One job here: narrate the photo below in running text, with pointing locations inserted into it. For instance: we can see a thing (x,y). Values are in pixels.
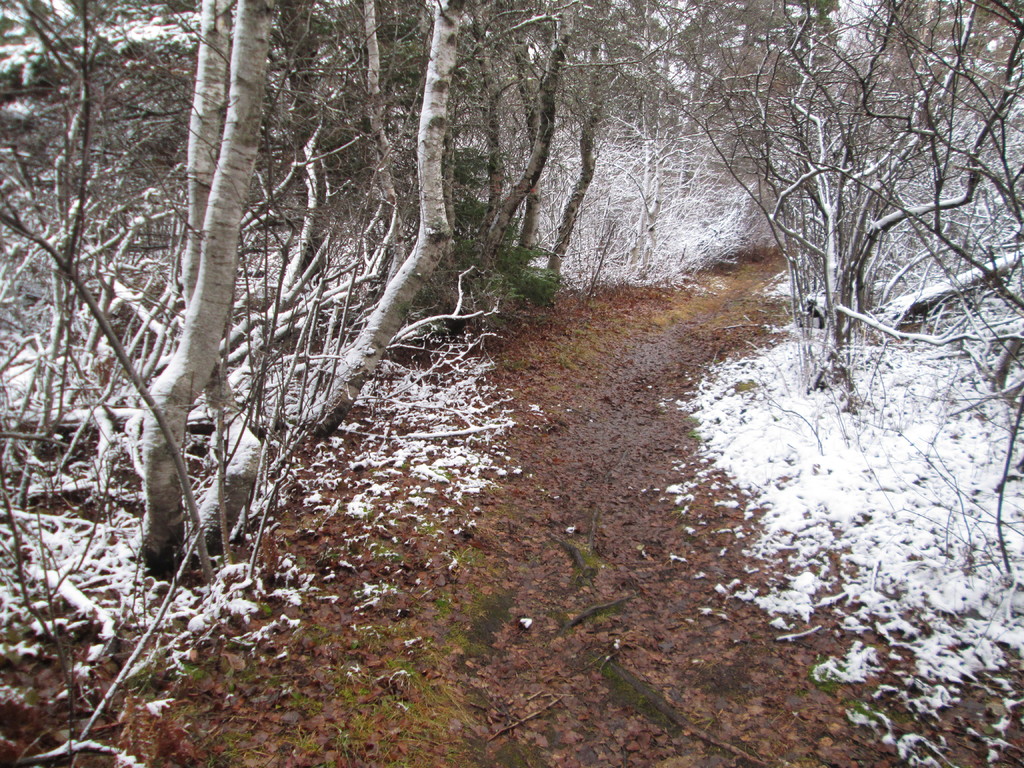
In this image, we can see trees (327,142) and at the bottom (324,586), there is ground (420,453) and we can see snow (0,270).
